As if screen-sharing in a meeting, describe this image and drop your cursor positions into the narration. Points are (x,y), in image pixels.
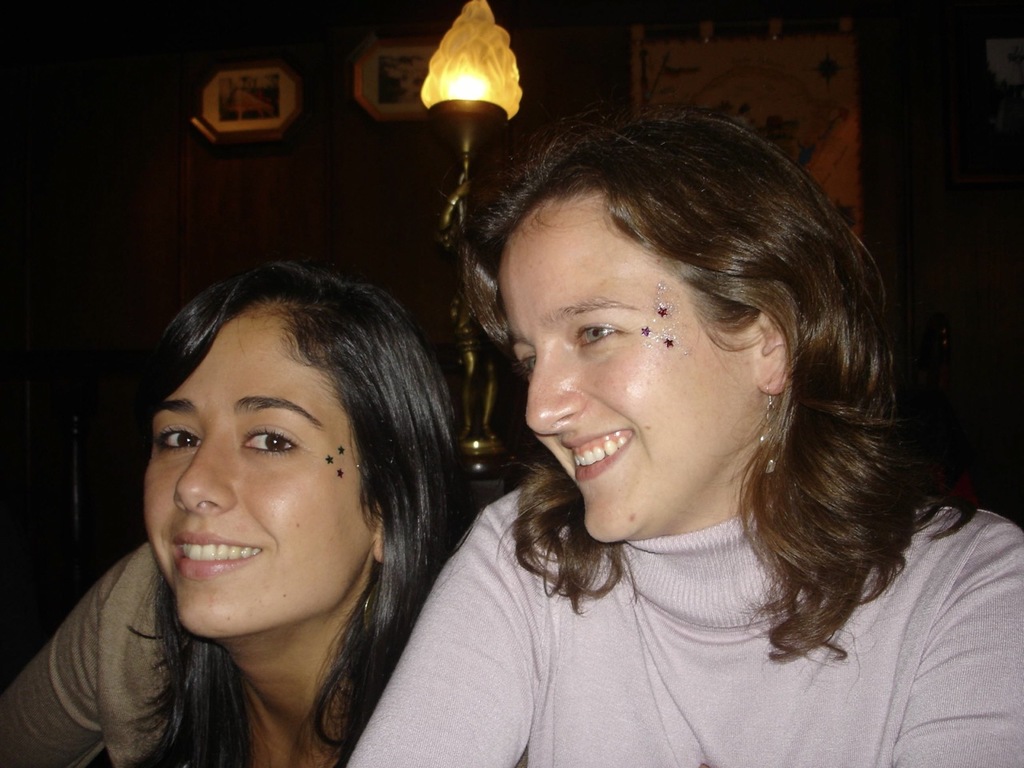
In the foreground (638,752) we have two ladies (976,694) both are smiling and both are having same type of stickers (659,326) on left side of the eye (284,451). on top of the image (495,37) a lamp (500,105) and three pictures (290,77) which are in brown.
